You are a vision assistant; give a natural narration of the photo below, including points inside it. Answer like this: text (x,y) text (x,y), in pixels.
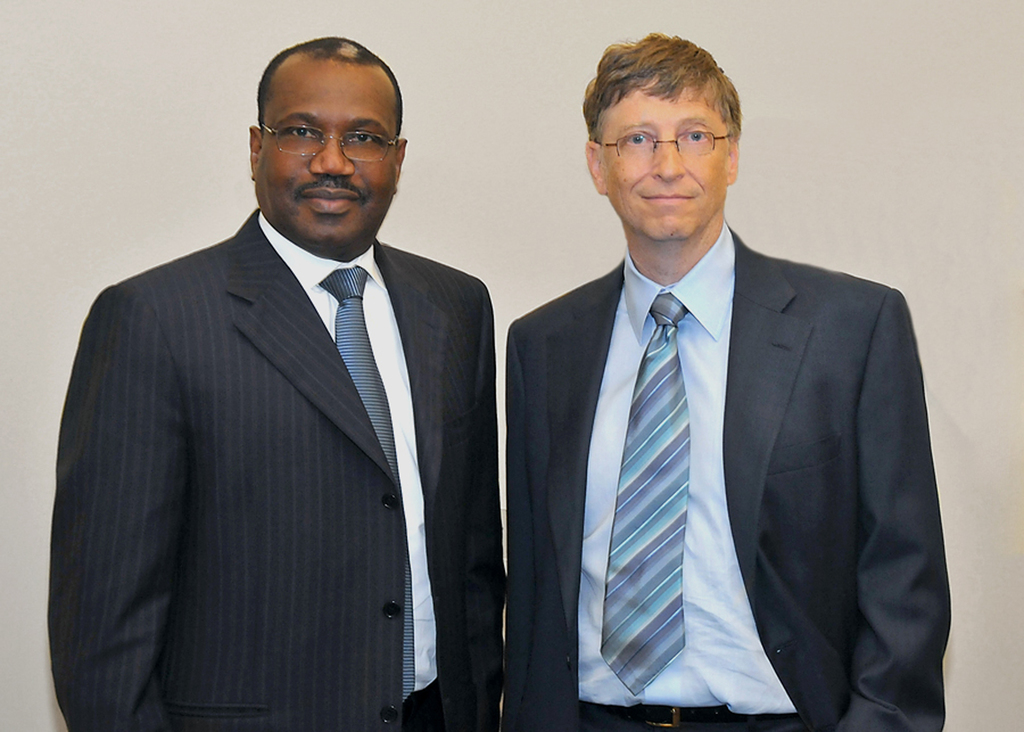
In this image there are two people (397,379) standing with a smile on their face (630,218).
